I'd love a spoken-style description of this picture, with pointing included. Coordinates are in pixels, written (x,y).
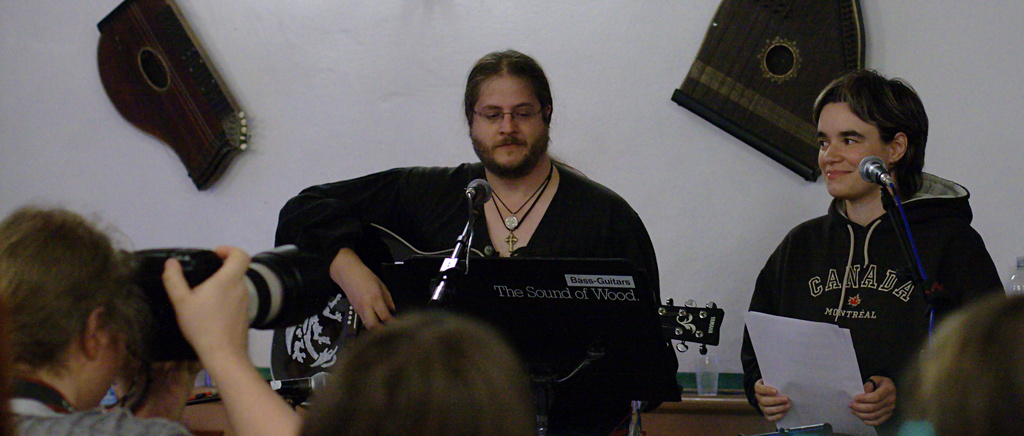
In this picture there are persons (803,301) standing. The man (534,250) in the center (543,249) is holding a musical instrument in his hand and in front of the man (476,226) there is a mic (487,198). On the right side (876,260) there is a person (862,280) standing and holding a paper (822,365) and in front of the person (868,221) there is a mic (885,182), and the person (886,236) is smiling. In the front (247,389) on the left side (101,365) there is a person (55,378) holding a camera (170,322) and clicking a photo. In the background (810,56) on the wall (355,90) there are objects (782,74) hanging. In front of the wall (730,306) there is a glass (710,388) on the table (708,397) and the wall (378,106) is white in colour.
